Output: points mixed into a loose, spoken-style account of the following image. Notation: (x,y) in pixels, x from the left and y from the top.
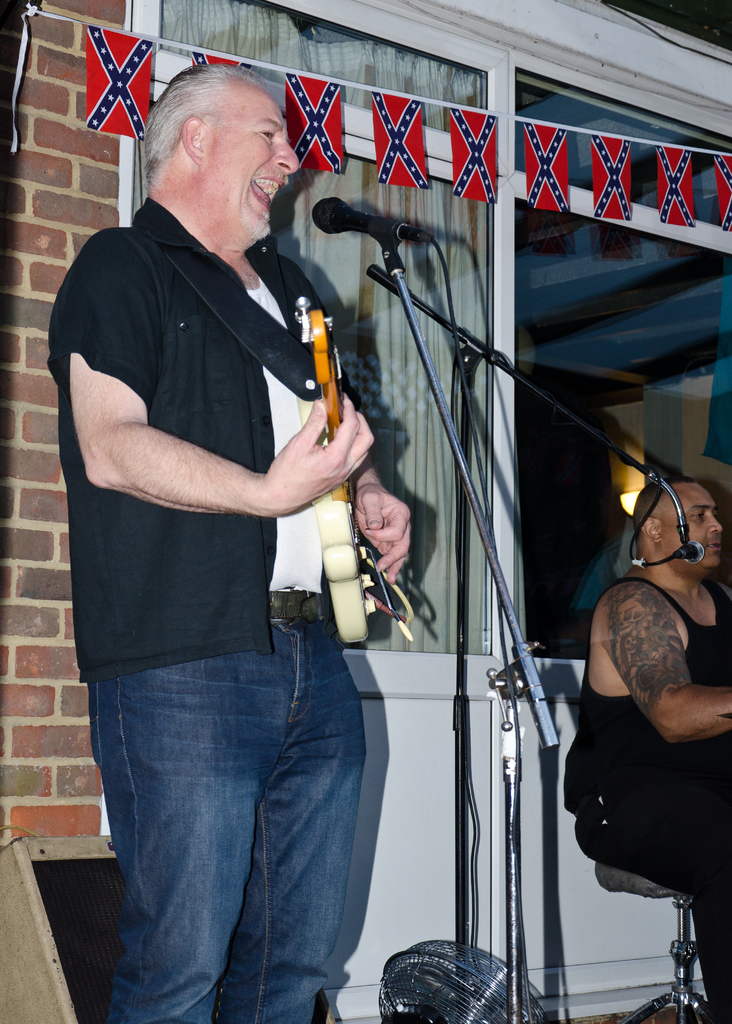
In this image we can see a person (222,624) playing a musical instrument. There is a house (573,297) in the image. A person (668,699) is sitting on the chair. There are few objects (450,964) on the ground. There is a microphone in the image.
